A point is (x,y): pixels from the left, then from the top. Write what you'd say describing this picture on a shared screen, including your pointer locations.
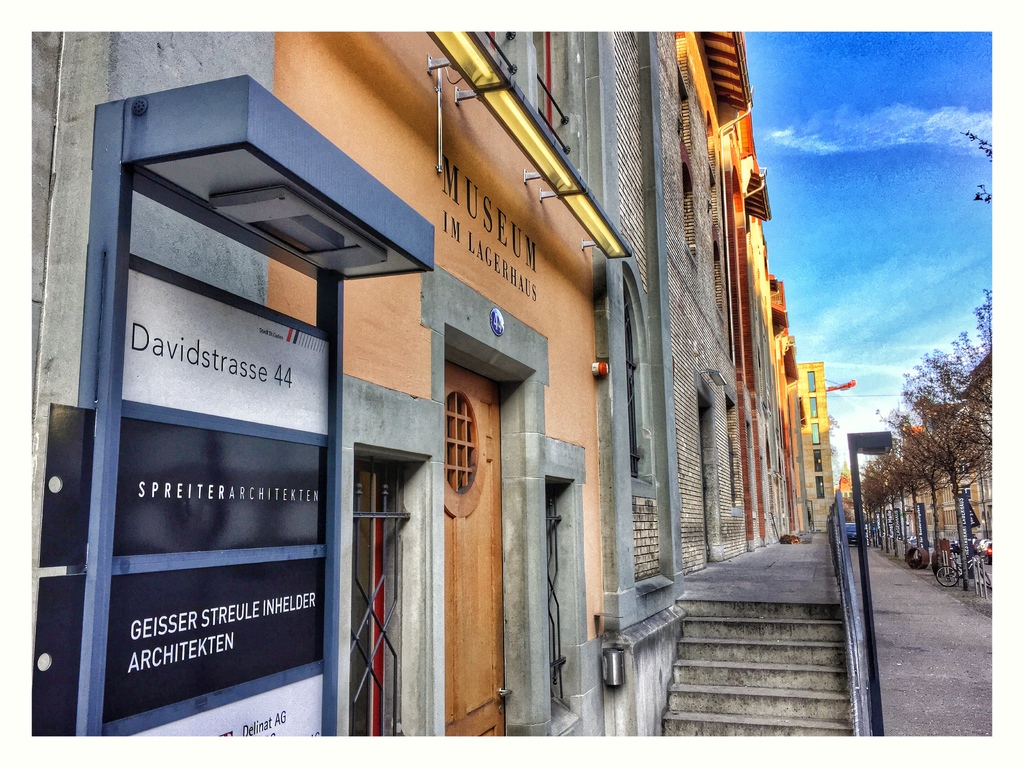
In this image there are buildings (647,497), in front of the buildings (814,443) there are stairs (748,623), poles (860,528), trees (877,492), flags (962,497), a few bicycles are parked and in the background (864,215) there is the sky (843,329).
